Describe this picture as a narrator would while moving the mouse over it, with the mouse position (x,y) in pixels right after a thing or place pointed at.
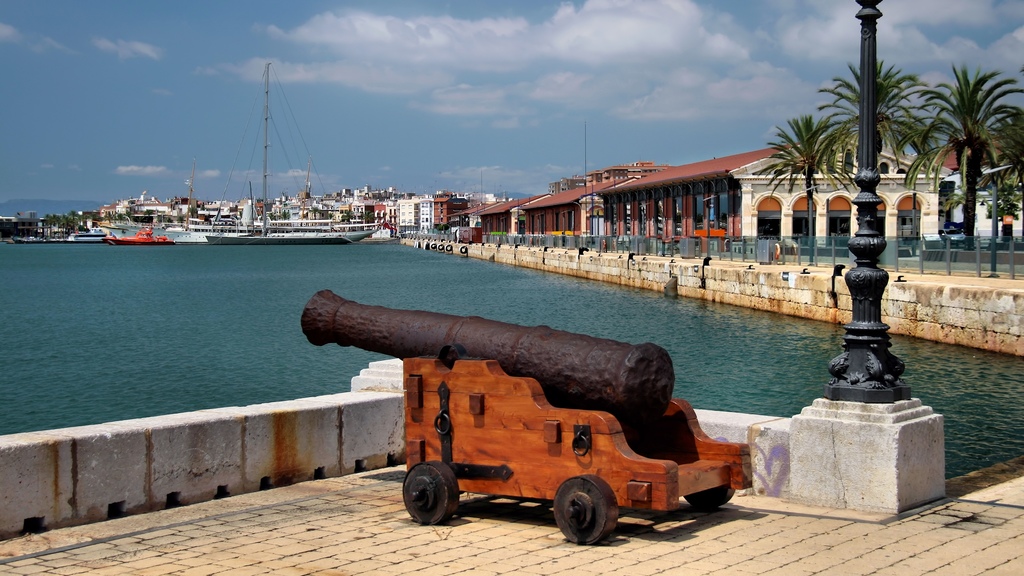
In this picture we can see a cannon (461,484), water (423,303), boats (293,244), buildings (340,214), trees (975,140), fence (836,244), poles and in the background (539,40) we can see the sky (344,25) with clouds (665,45).
